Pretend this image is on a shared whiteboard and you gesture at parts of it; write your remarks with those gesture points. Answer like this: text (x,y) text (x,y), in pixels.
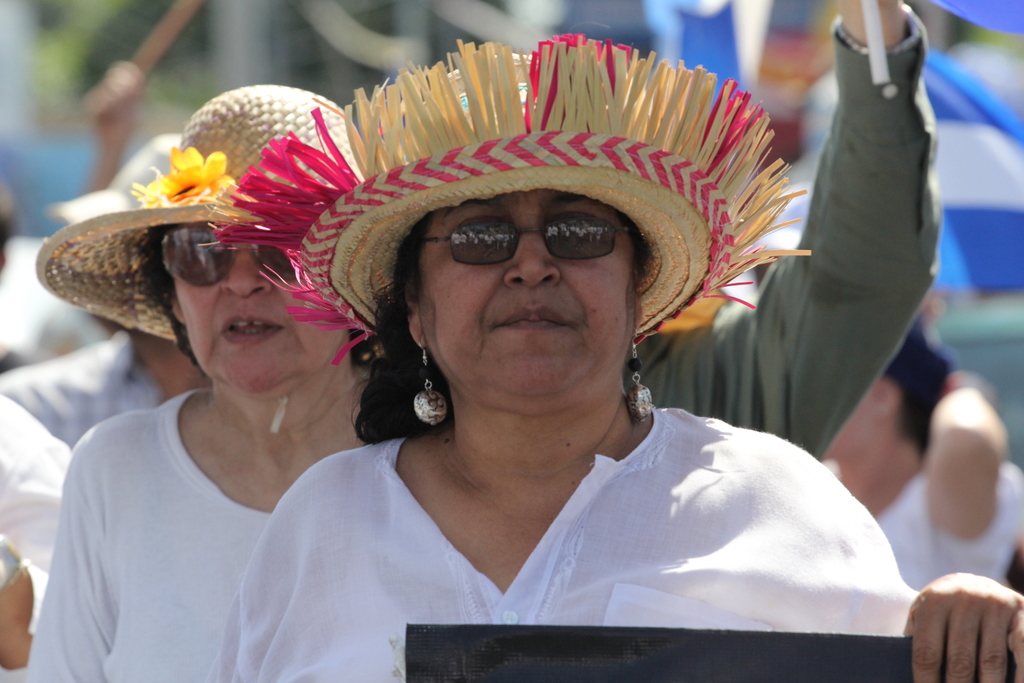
In this image we can see people (627,404). There is a blur background (987,281).
